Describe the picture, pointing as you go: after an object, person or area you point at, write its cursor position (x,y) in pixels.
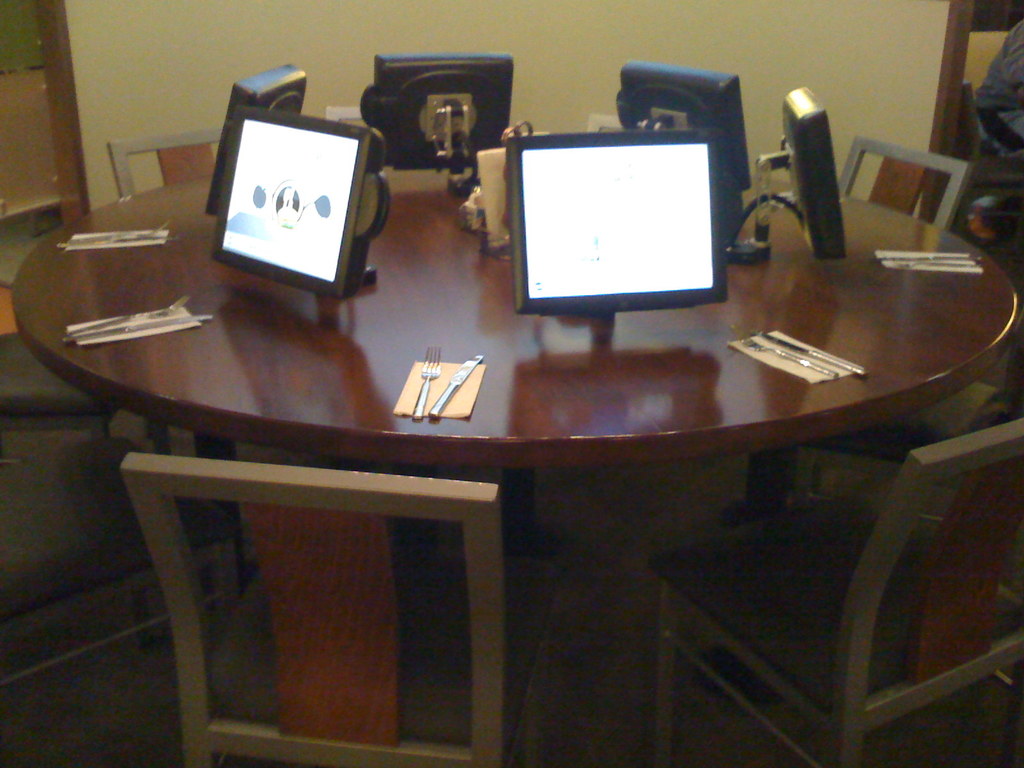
In this picture there is a table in the center of the image (354,406) and there are chairs (412,478) around it, table (142,295) contains knives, forks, and monitors (517,166) on it.
